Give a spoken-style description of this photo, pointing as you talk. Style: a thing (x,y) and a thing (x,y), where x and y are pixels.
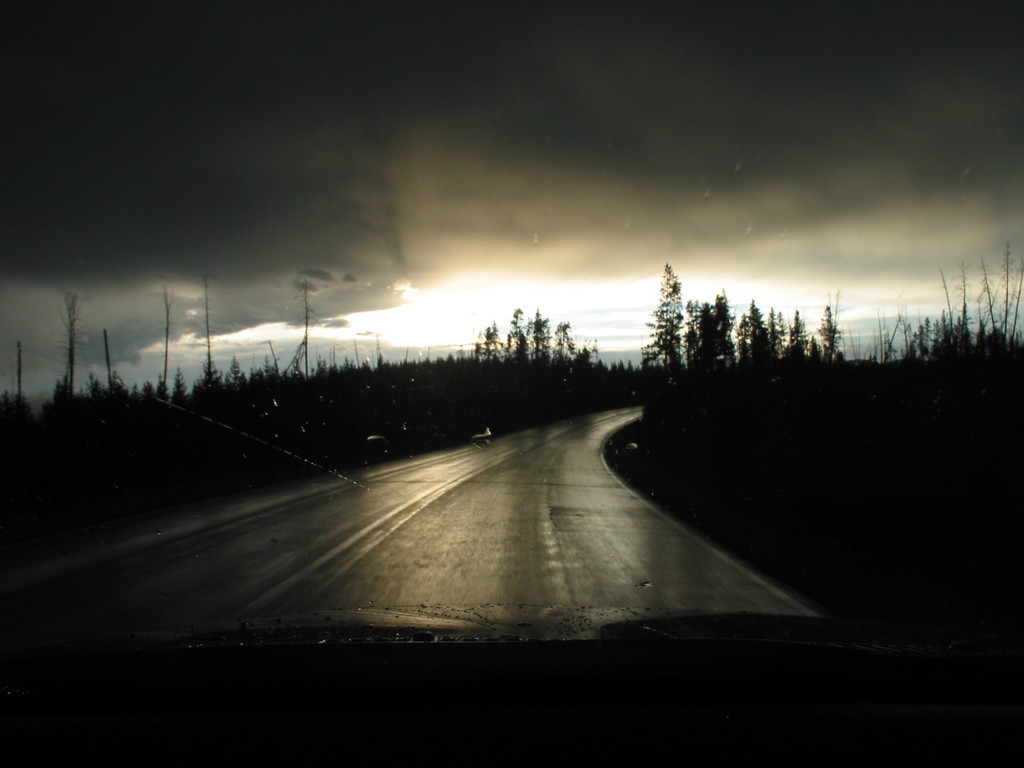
In the image in the center (542,343), we can see the sky (356,143), clouds (438,105), trees (544,371), poles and road (532,486).
